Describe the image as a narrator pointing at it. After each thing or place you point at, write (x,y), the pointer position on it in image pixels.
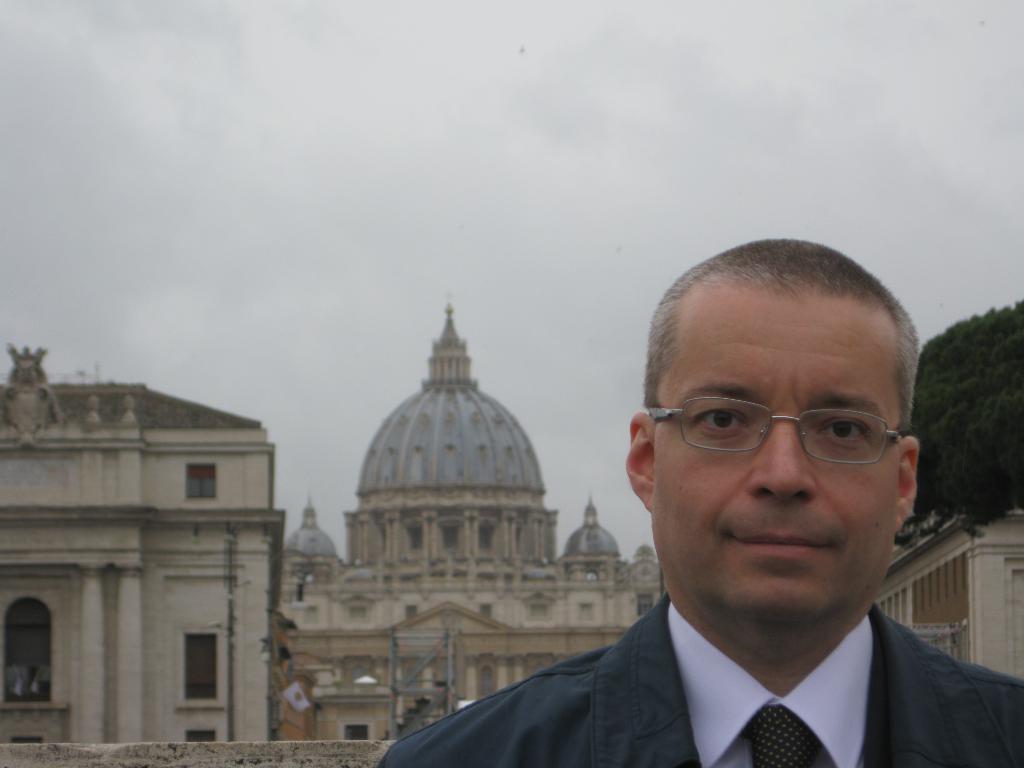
In this image I can see a person (670,410) at the bottom (848,531), in the middle (419,470) there are buildings (419,512) and dome (501,523) visible, on the right side (972,366) I can see tree (992,470), at the top (508,216) I can see the sky (450,243).
